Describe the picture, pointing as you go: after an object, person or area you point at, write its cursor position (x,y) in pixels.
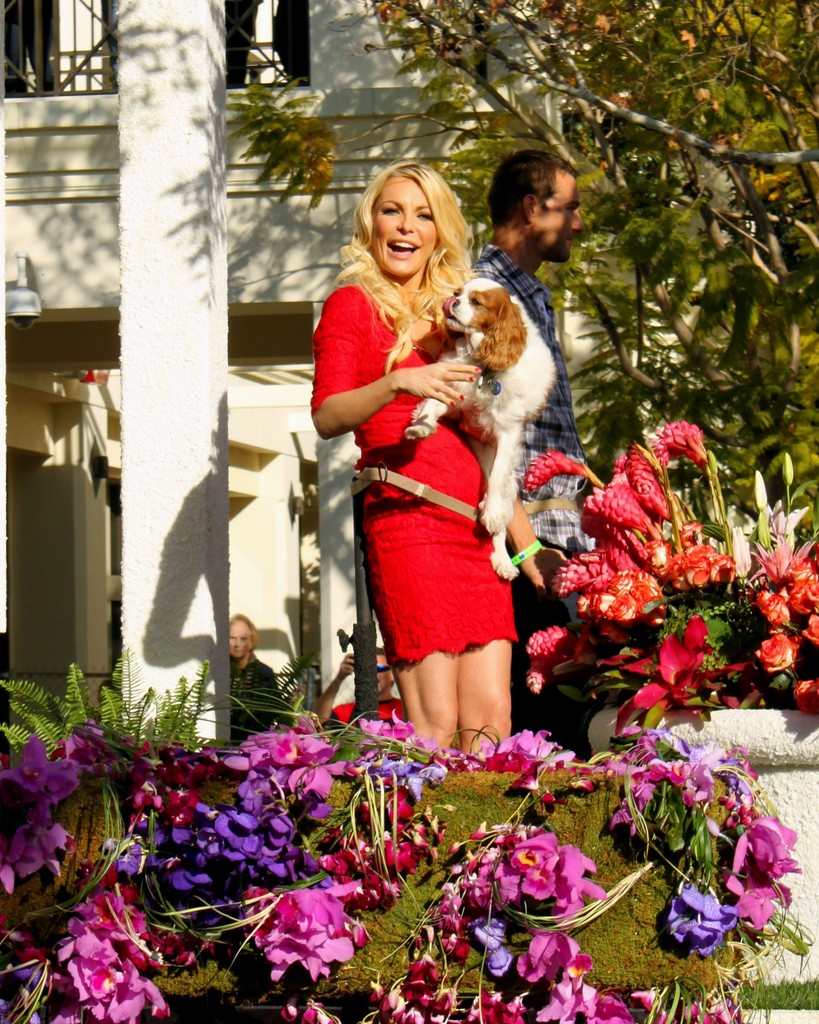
In this picture consist of outside of the house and there are the two persons (386,410) standing, in front of a tree (676,247) there a woman (384,277) wearing a red color dress (349,357) and she is smiling and in front (543,857) her there are the flowers (262,910) on the ground (453,805). Back side of her there is a person (255,660) standing near to the beam (173,622).
